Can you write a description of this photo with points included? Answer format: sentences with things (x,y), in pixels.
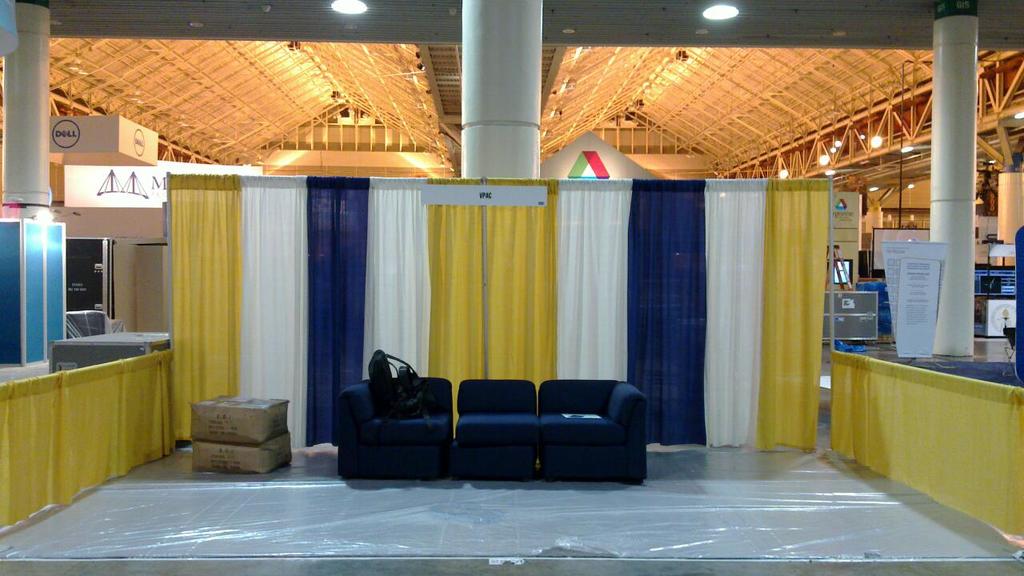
In this picture we can see a sofa (548,450). These are the boxes (225,448) and there is a cloth (580,299). Here we can see a pillar (938,50) and this is roof (740,102). And there are lights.
